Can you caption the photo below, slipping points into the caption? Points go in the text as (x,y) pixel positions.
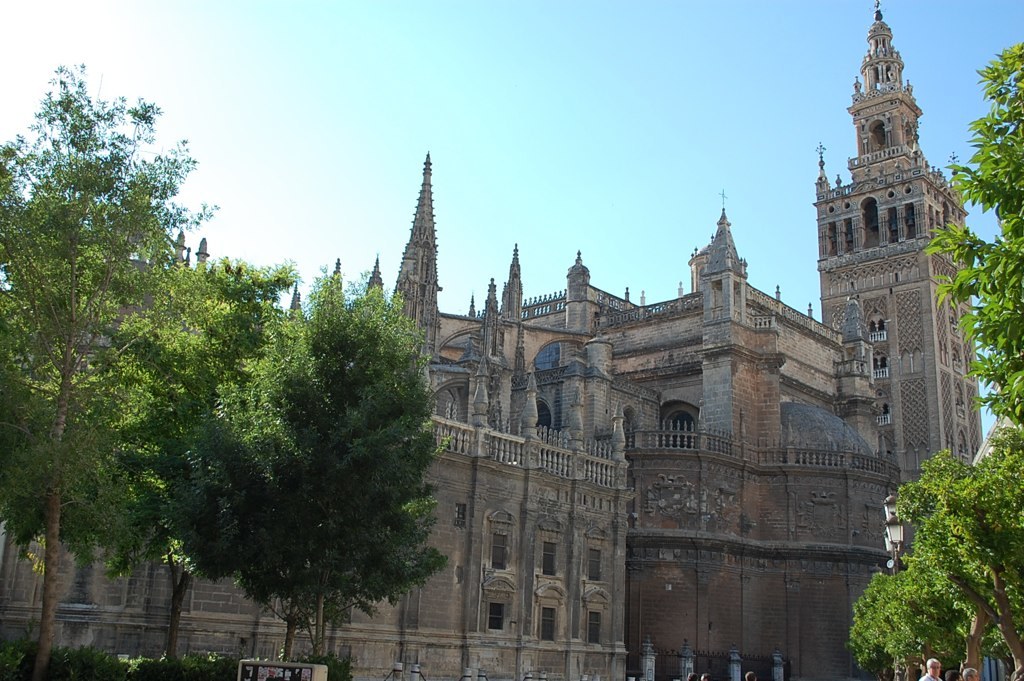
In this image I can see few trees (257,455) which are green in color, few persons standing and few buildings (616,580) which are brown, cream and black in color. In the background (522,167) I can see the sky (408,142).
